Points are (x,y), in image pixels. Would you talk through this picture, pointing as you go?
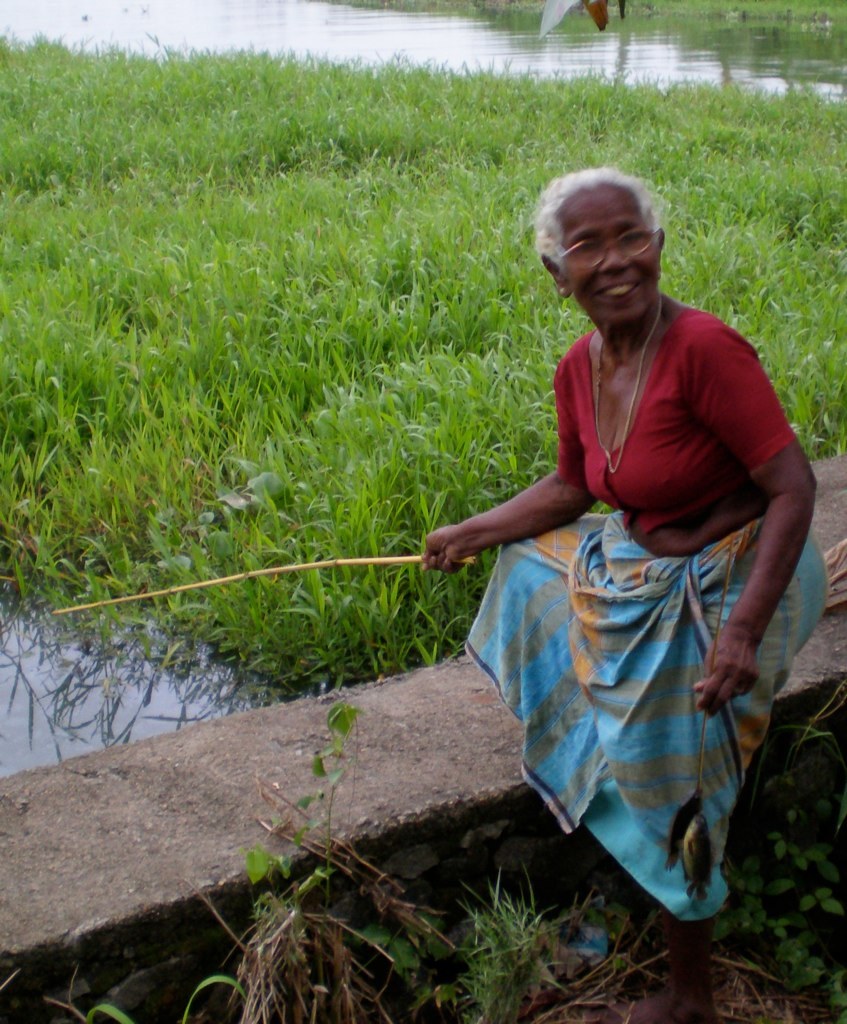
In this picture there is a woman (794,580) who is sitting near to the wall (431,774) and she is holding stick (67,610). On the left (77,614) we can see the water (29,603), beside that we can see the grass (226,274).
